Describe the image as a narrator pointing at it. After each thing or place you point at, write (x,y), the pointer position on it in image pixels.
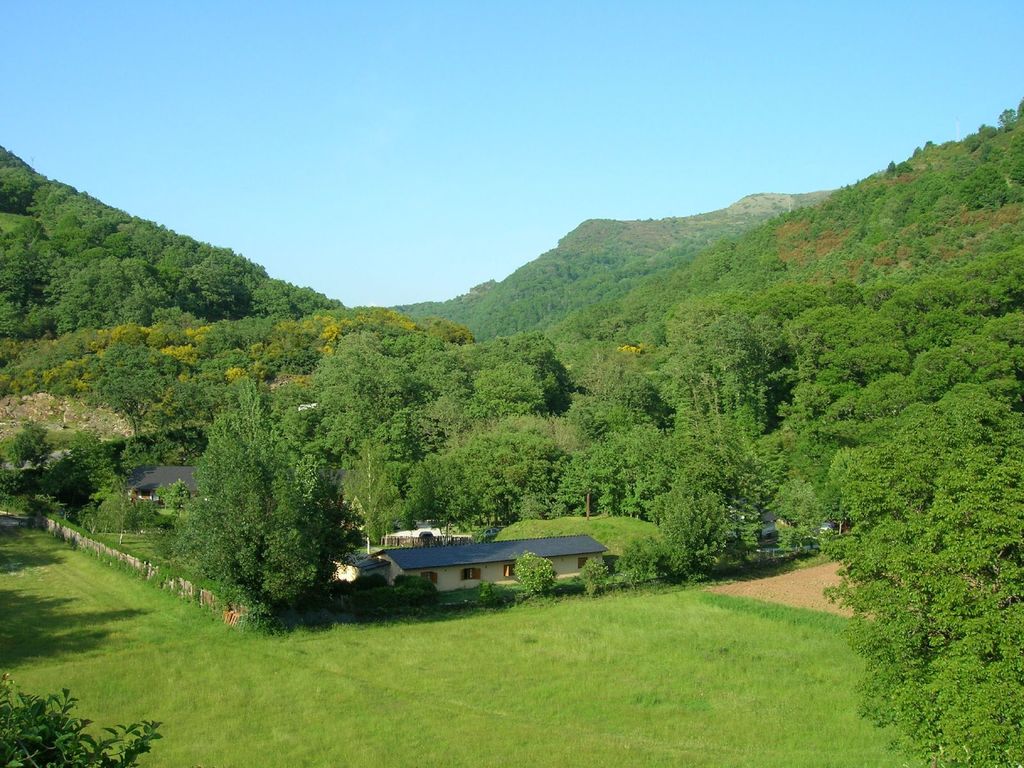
In this image I can see few trees (693,323) in green color. I can see few houses (513,551) and the sky (583,174) is in blue color.
